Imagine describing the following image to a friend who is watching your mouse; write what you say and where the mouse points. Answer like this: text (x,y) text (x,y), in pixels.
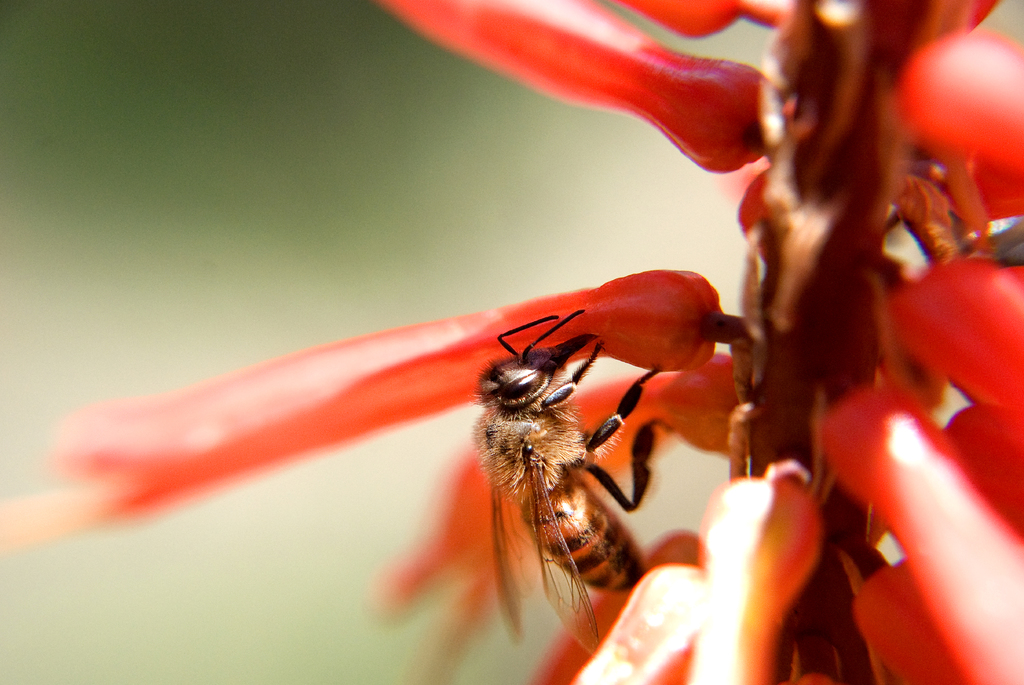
In this image we can see a bunch of flower (857,468). We can see the flowers (481,583) are red in color. A honey bee (531,446) is sitting on the flower (599,417).
